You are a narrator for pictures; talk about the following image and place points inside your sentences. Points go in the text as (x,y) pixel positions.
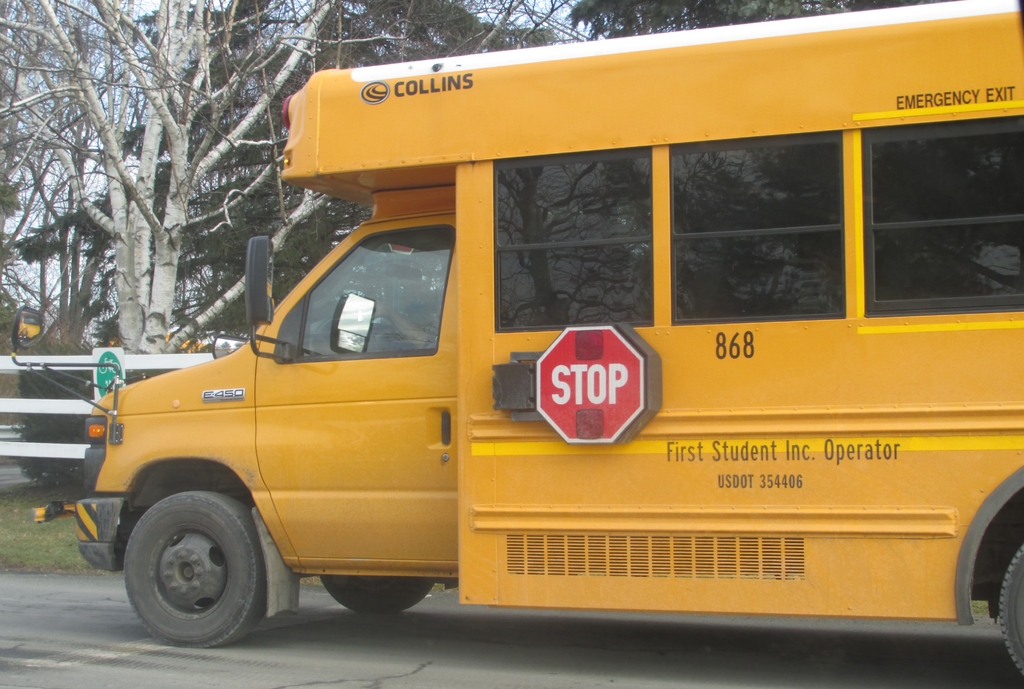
In this image we can see a vehicle (509,267) which is in yellow color on the road (628,637) and there is some text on it and we can see some trees (141,131) and a sign board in the background (522,7) and we can see the sky (505,3).
